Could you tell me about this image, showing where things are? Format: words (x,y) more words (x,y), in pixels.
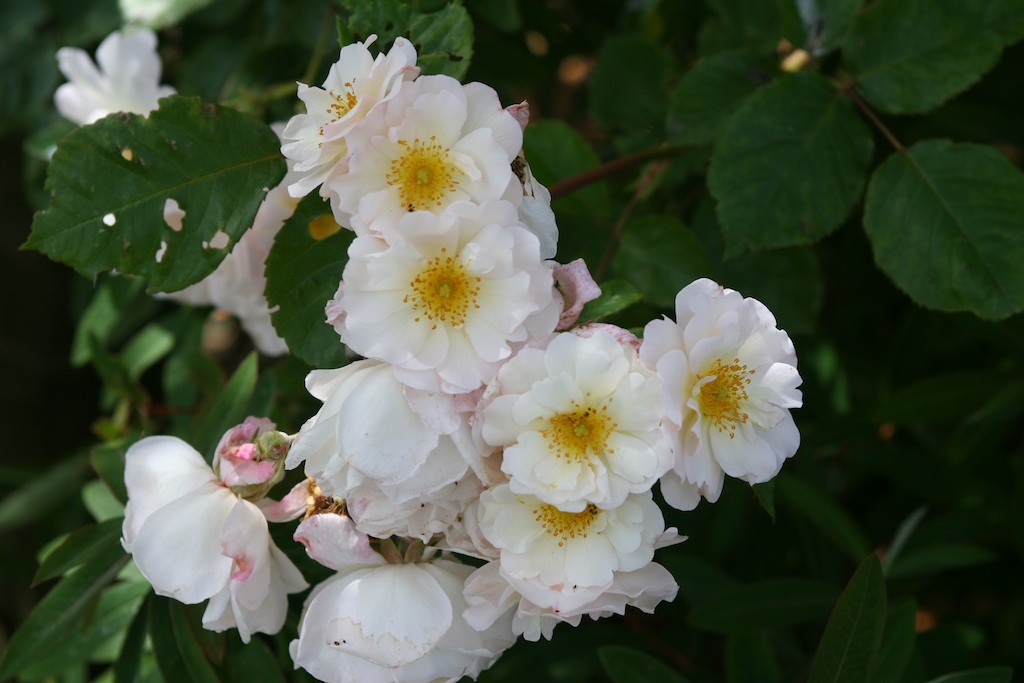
In this picture, we see a plant (386,263) which has flowers (408,325). These flowers (362,425) are in white color. In the background (932,672), we see the plants (777,512) or trees (775,616).
